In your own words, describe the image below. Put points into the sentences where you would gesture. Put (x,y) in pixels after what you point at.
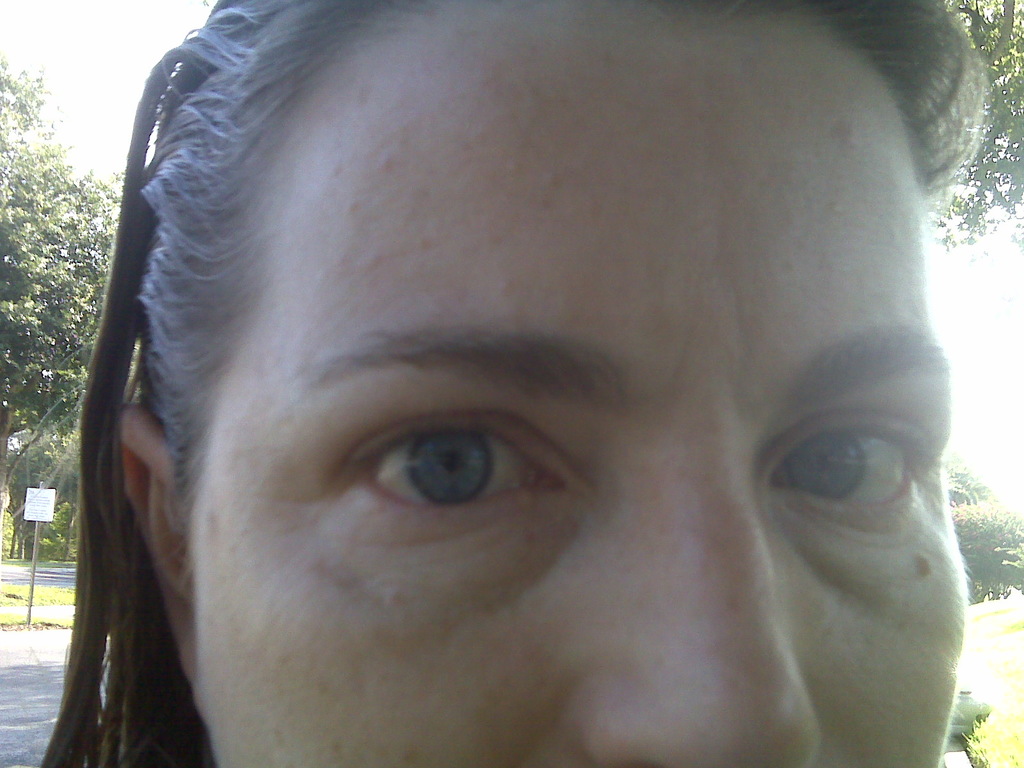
In the center of the image (451,317) we can see one person face (622,483). In the background (56,77), we can see the sky (112,54), clouds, trees (1,84), road (23,680), one pole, one sign board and a few other objects (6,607).
